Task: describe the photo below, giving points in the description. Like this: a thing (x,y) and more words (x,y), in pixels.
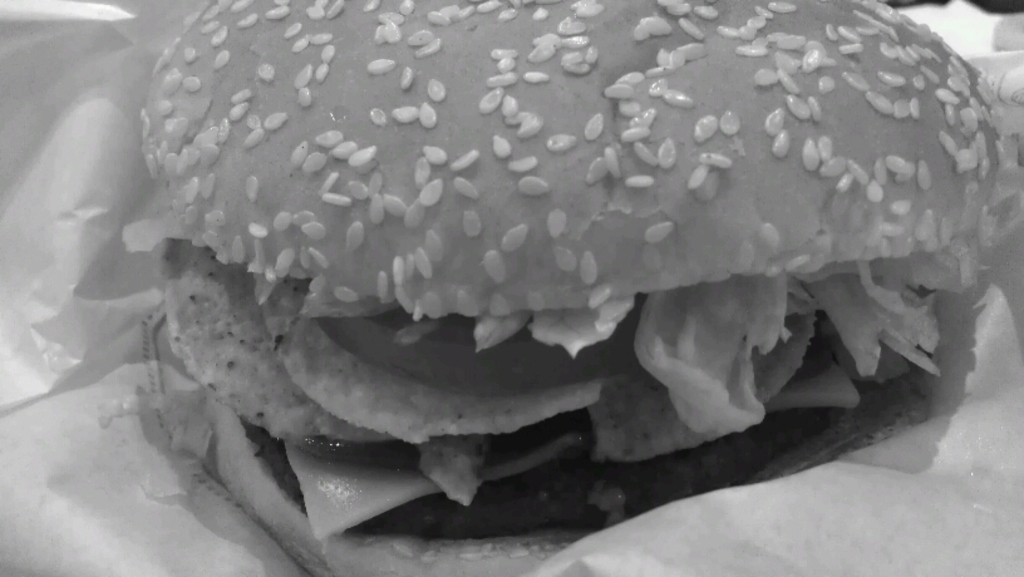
In this picture I can observe some food (293,351) in the middle of the picture (597,239). It is looking like a burger (475,349). This is a black and white image.
